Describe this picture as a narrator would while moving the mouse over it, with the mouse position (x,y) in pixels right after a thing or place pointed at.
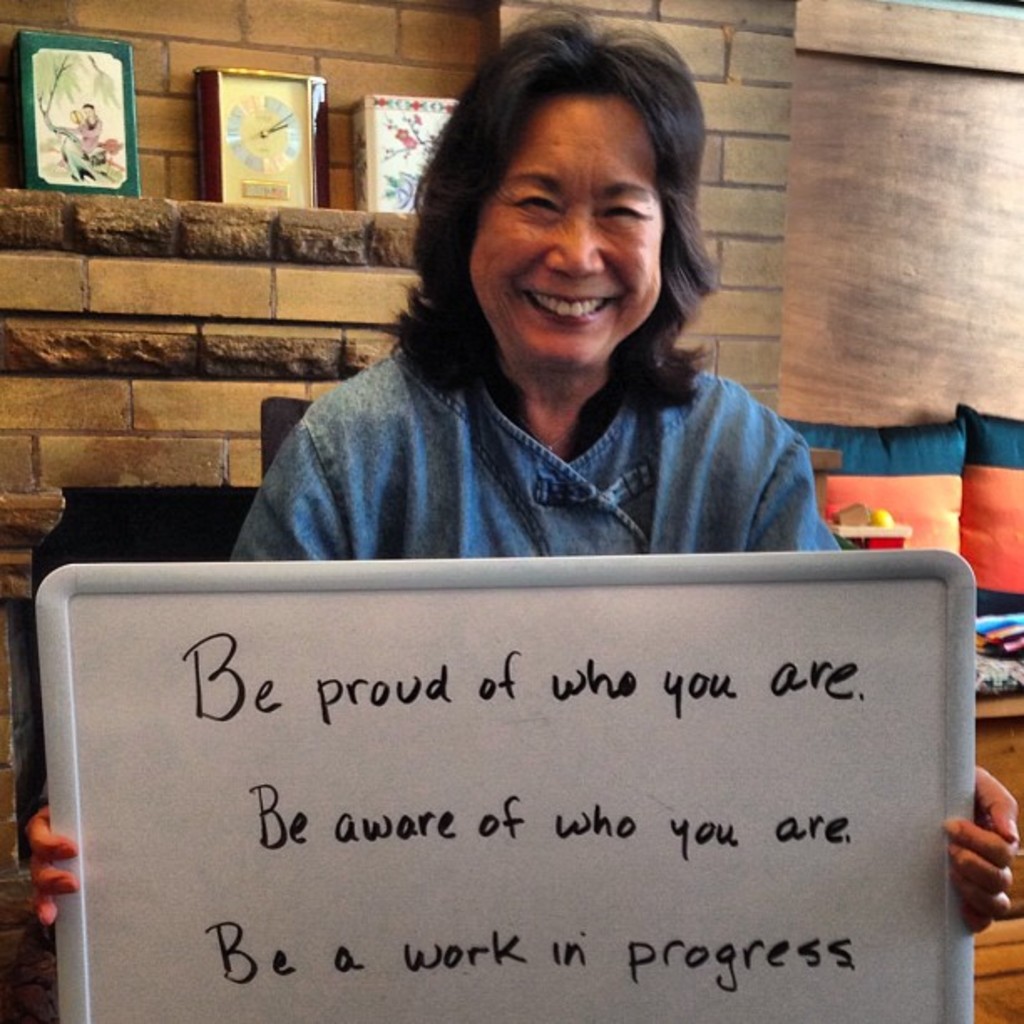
In the image we can see a woman (598,442) wearing clothes (584,464) and she is smiling. She is holding a whiteboard (362,750), on the board (474,818) there is a text (485,815). Behind her we can see clock (224,173), frames (123,163) and the wall (742,67). We can even see there are pillows (943,468).
